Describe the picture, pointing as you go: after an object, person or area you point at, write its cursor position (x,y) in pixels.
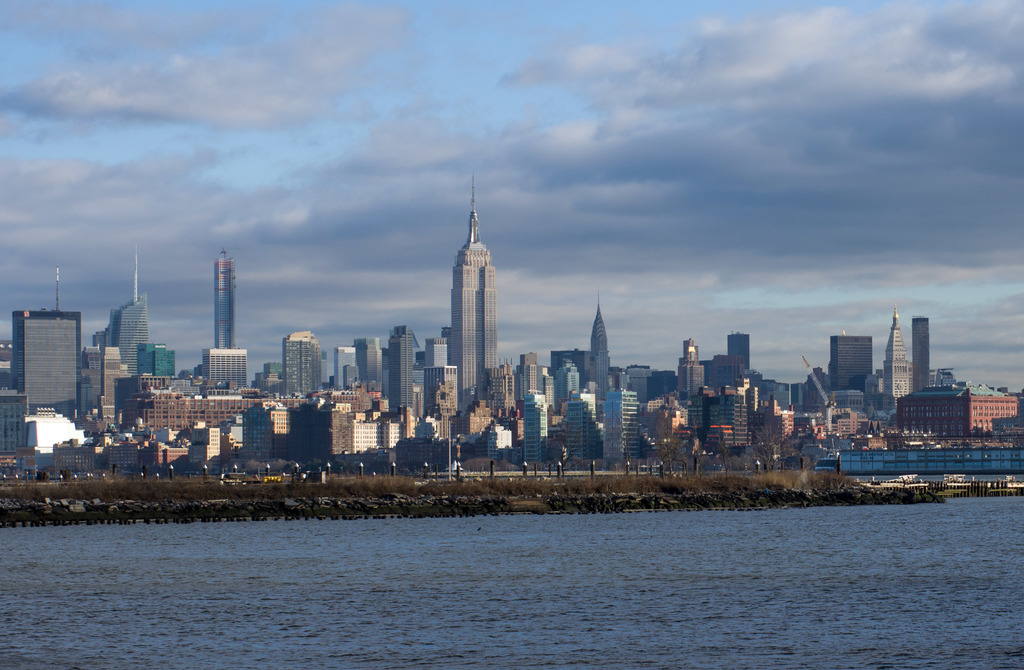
In this image there is a river (583,582) at bottom of this image (310,598). there are some buildings (452,385) in middle of this image (403,368) and there is a sky (732,185) at top of this image (616,152).
